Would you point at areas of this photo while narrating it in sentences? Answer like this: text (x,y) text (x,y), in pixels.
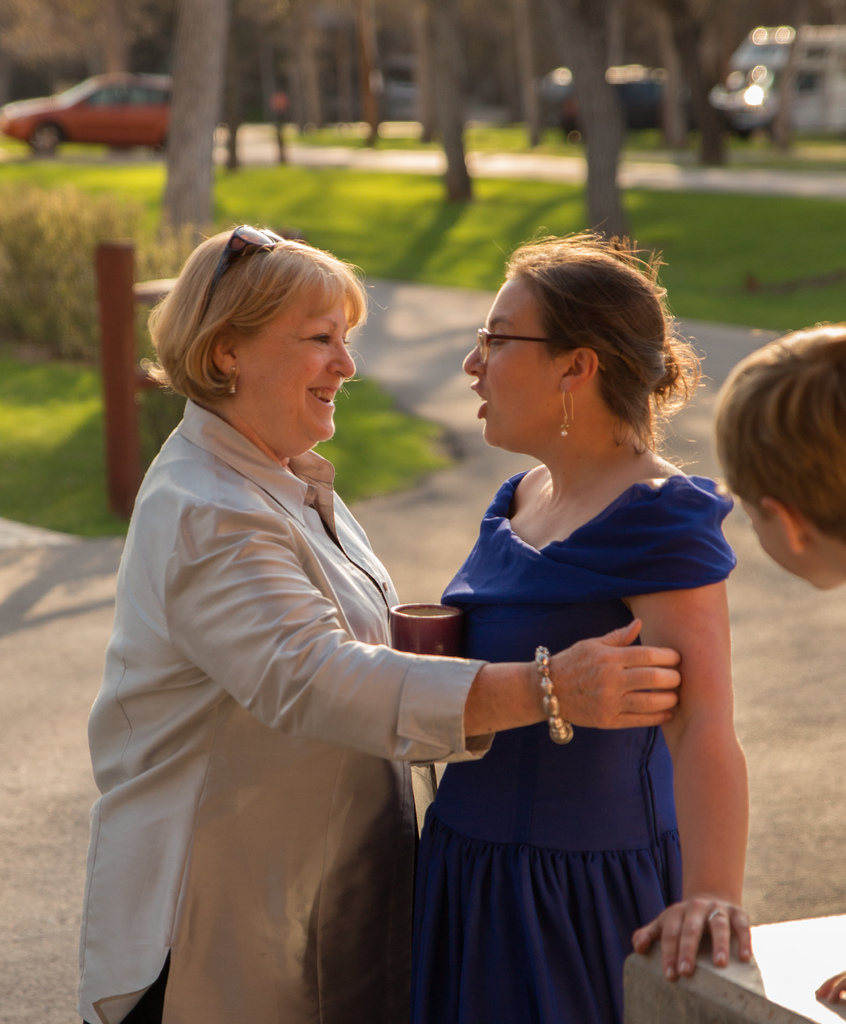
In this image in the foreground (457,725) there are two ladies (329,638). The lady (344,649) in the left (250,600) is smiling. The lady (561,549) wearing blue dress (544,757) is talking something. She is holding a glass (424,639). In the right (805,424) we can see a person's head (801,500). In the background (391,83) there are trees (596,56), vehicles (639,84). This is the path (460,562).
